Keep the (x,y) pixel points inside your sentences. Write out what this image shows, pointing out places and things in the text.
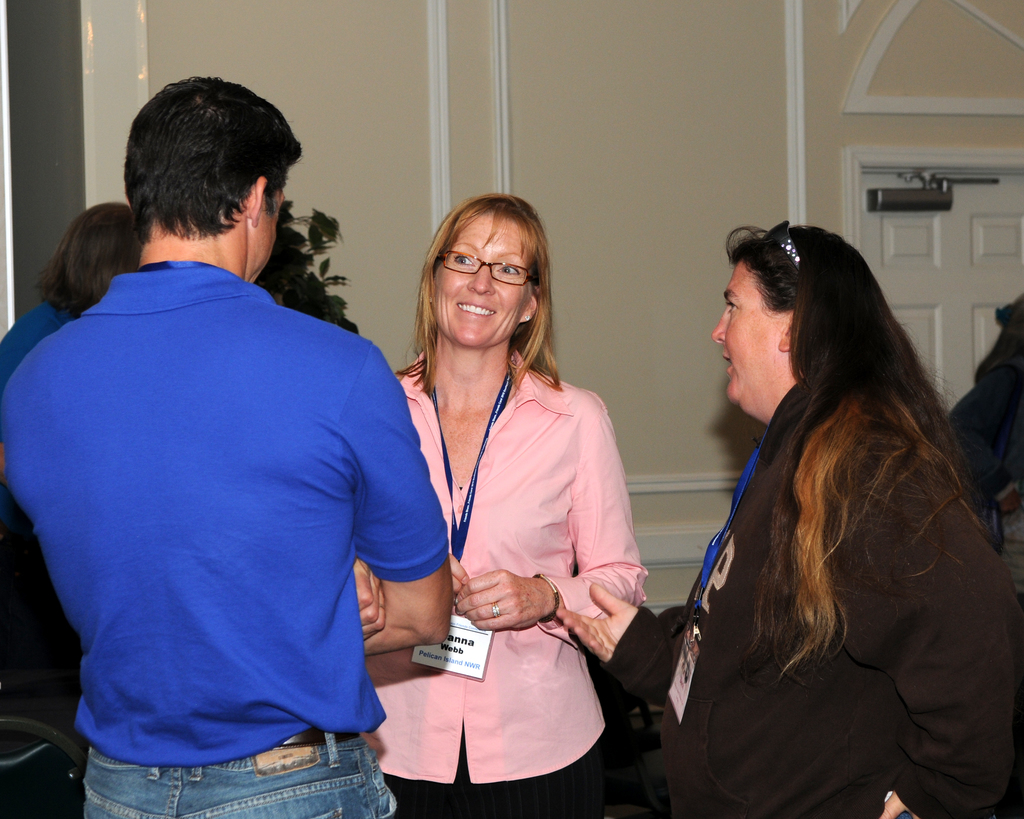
In this picture there are people (107,328) standing, among them there is a woman (490,413) smiling and wearing tag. In the background of the image (810,205) we can see a door (926,193), wall (398,138) and plant (291,215).
